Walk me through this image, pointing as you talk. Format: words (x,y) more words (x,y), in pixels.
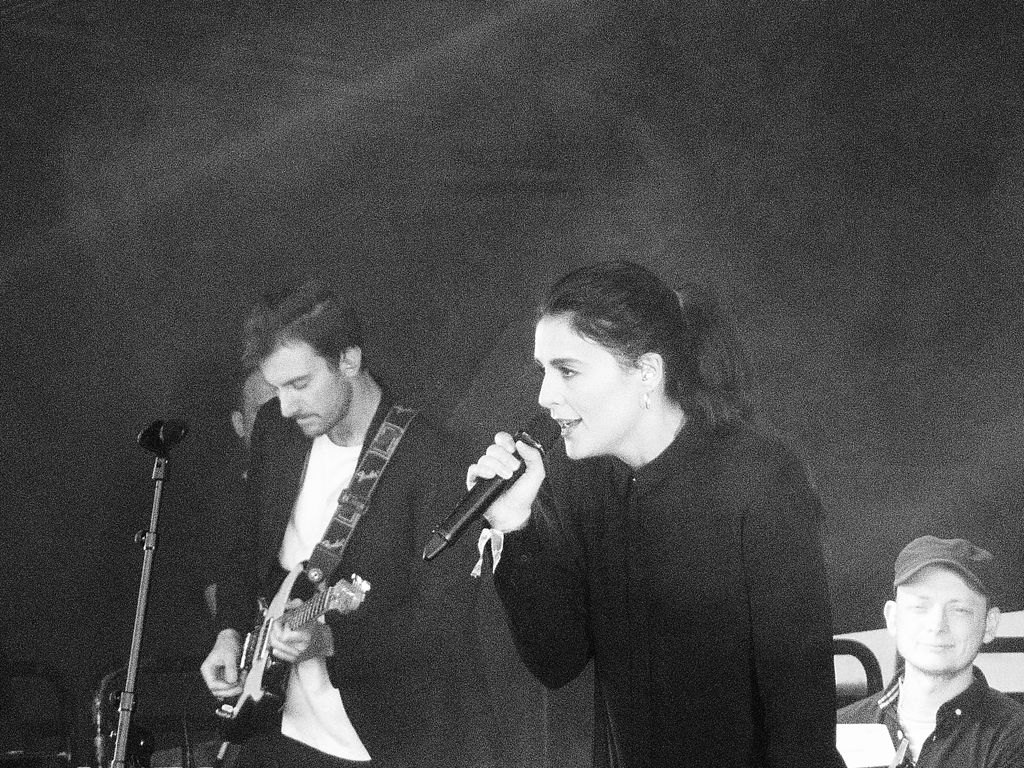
In this image I can see few people (404,499) where one is holding a guitar (278,626) and one is holding a mic (473,505). I can also see one of them is wearing a cap (910,562).
